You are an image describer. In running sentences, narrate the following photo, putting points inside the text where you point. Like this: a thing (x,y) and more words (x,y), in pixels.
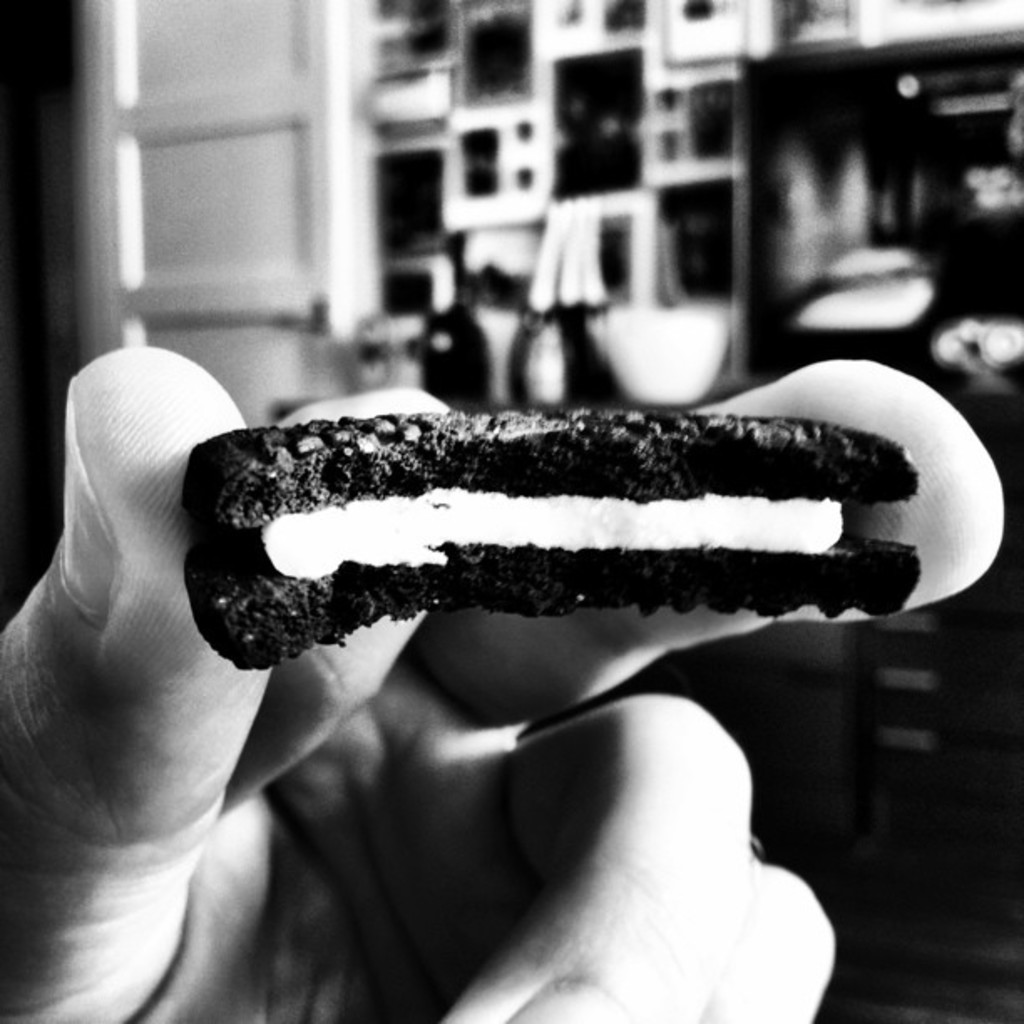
In this image in the center (454,665) there is one person's hand (177,754) is visible, and the person (260,917) is holding a biscuit (598,523) and in the background (428,227) there is a door (284,183) and some objects (414,245).
